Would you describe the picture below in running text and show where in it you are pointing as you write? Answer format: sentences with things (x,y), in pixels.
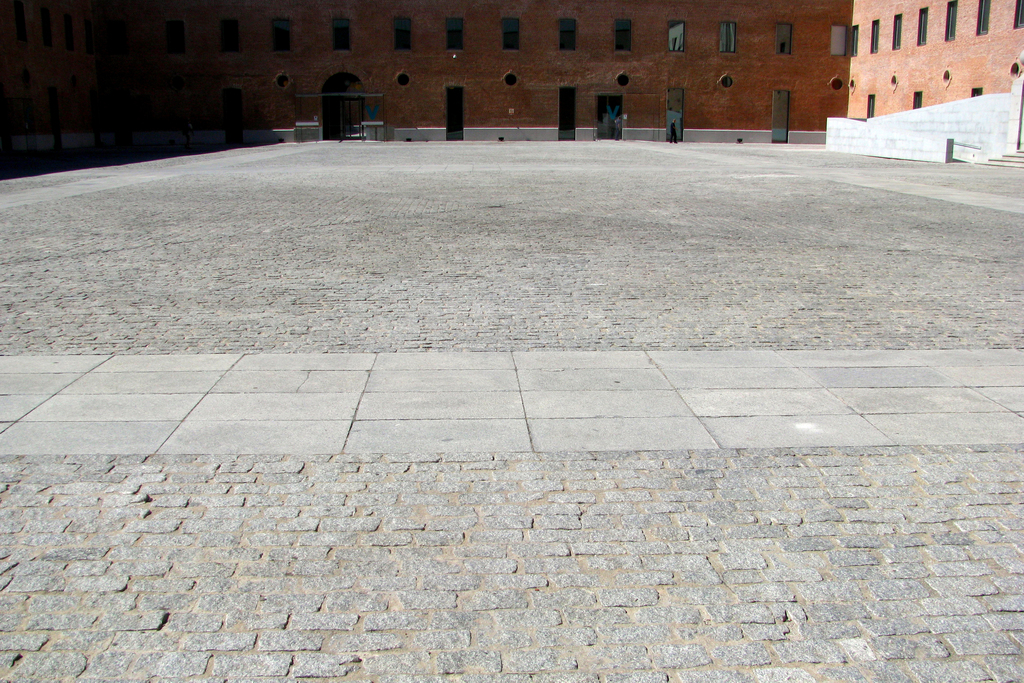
In this image we can see land (389,260). At the top of the image (691,136), building (228,73) is there with glass windows (844,29).
